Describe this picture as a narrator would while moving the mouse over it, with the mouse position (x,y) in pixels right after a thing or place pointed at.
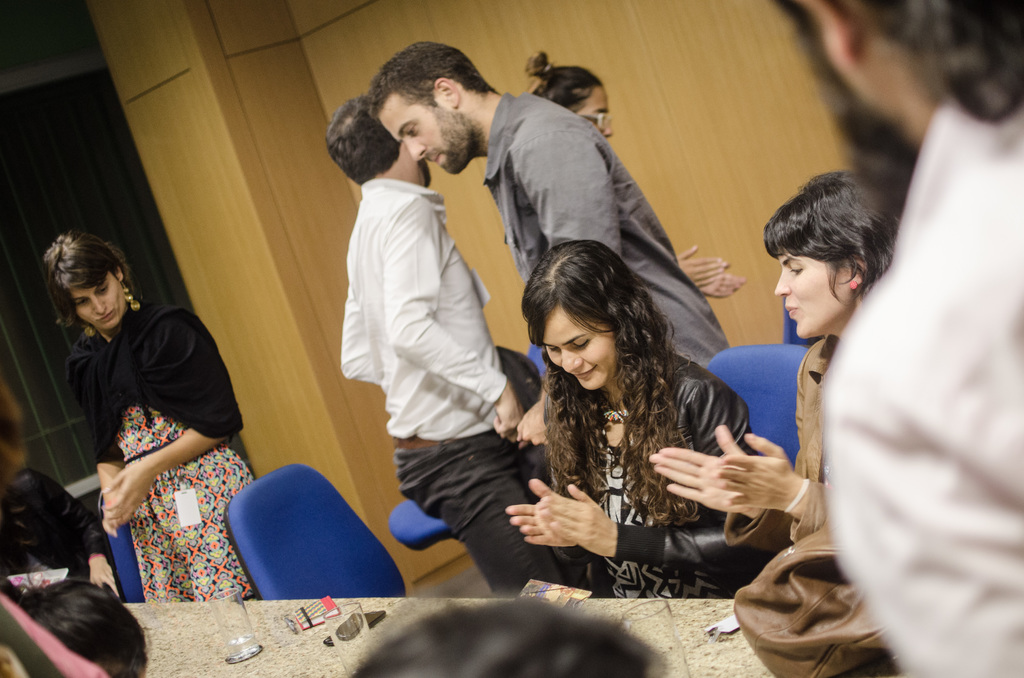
In the image in the center (665,421), we can see two persons (745,417) are sitting on the chair (762,411) and they are smiling. In front of them, there is a table (313,630). On the table (290,649), there is a glass (230,614), bag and few other objects (371,619). In the background (404,332) there is a wall (607,69), chair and few people (997,252) are standing.
